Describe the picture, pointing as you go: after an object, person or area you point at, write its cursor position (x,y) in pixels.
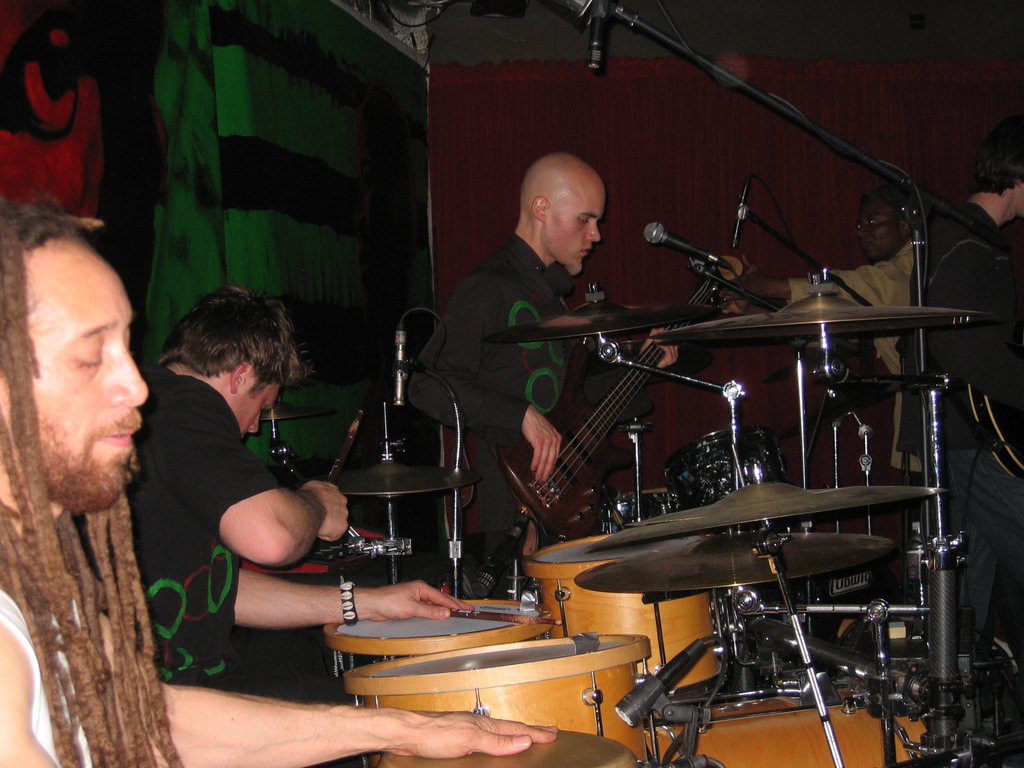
In the center of the image (471,400) there is a man (479,414) standing and playing a guitar (563,465). On the left (239,619) there are two people (263,641) playing band (443,647). On the right (964,473) there are people (959,426) standing. In the background (785,188) there is a curtain (433,133).
